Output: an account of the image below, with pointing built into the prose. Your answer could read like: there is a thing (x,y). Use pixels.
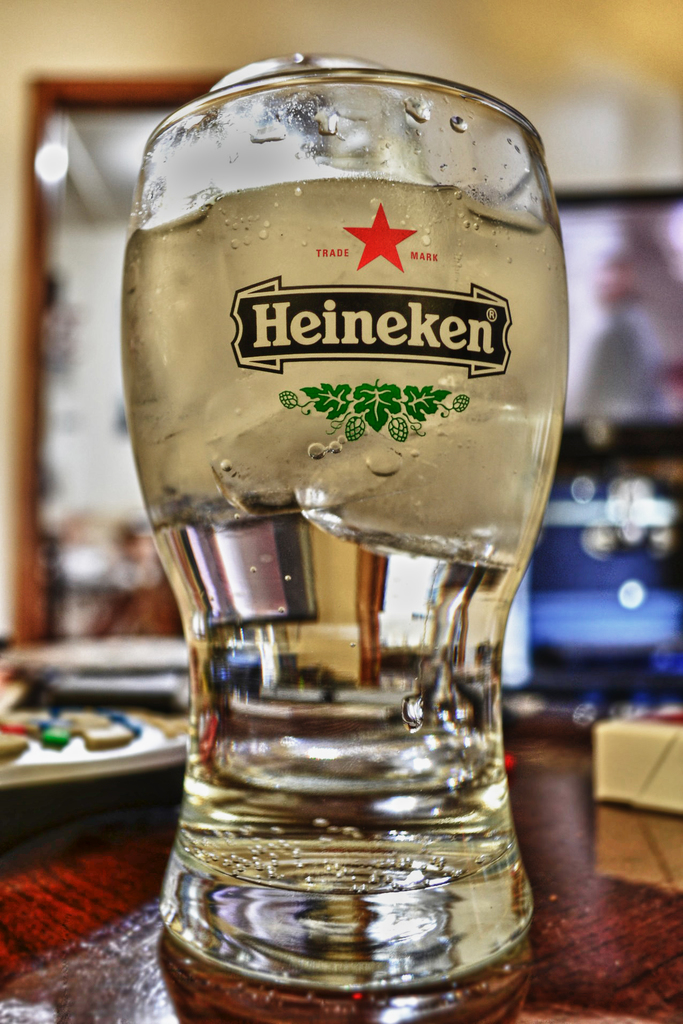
In this image there is a table (670,820) and we can see a beer glass (396,746), remote (125,792) and some objects (118,652) placed on the table (572,916). In the background (585,174) there is a wall (565,81) and a door (91,392).
